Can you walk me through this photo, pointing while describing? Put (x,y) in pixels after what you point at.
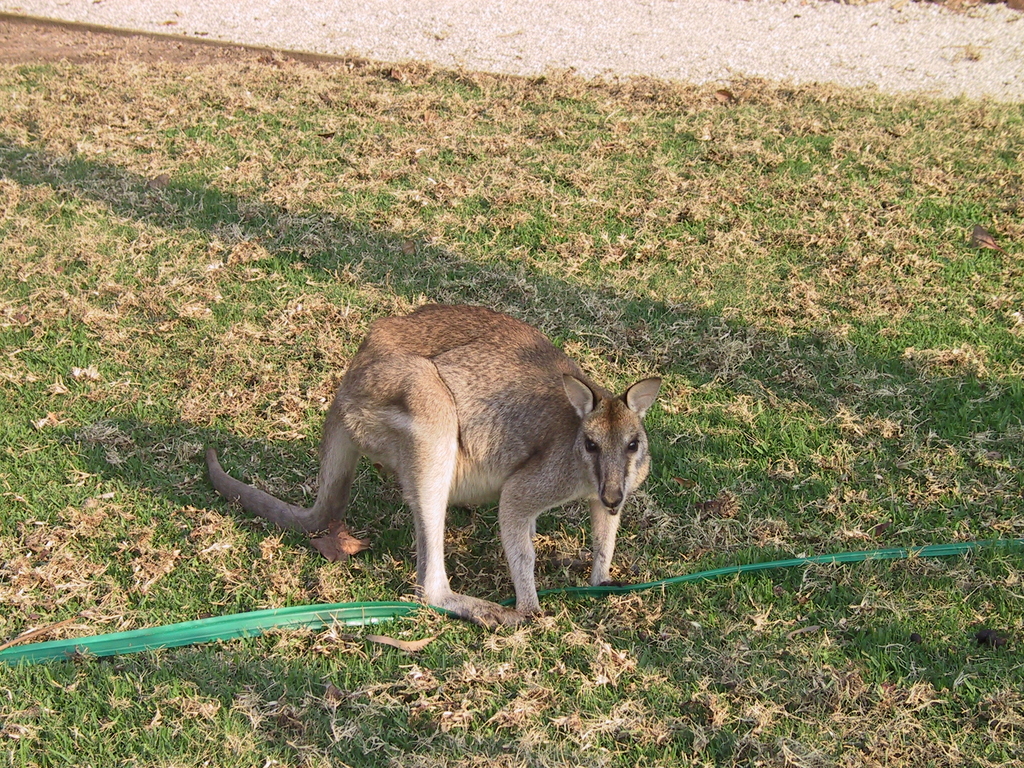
At the bottom of this image (179,635), there is an animal (540,360) on the ground (666,668), on which there is grass (490,654) and a green color object (95,647). In the background (415,51), there is a road (520,51).
